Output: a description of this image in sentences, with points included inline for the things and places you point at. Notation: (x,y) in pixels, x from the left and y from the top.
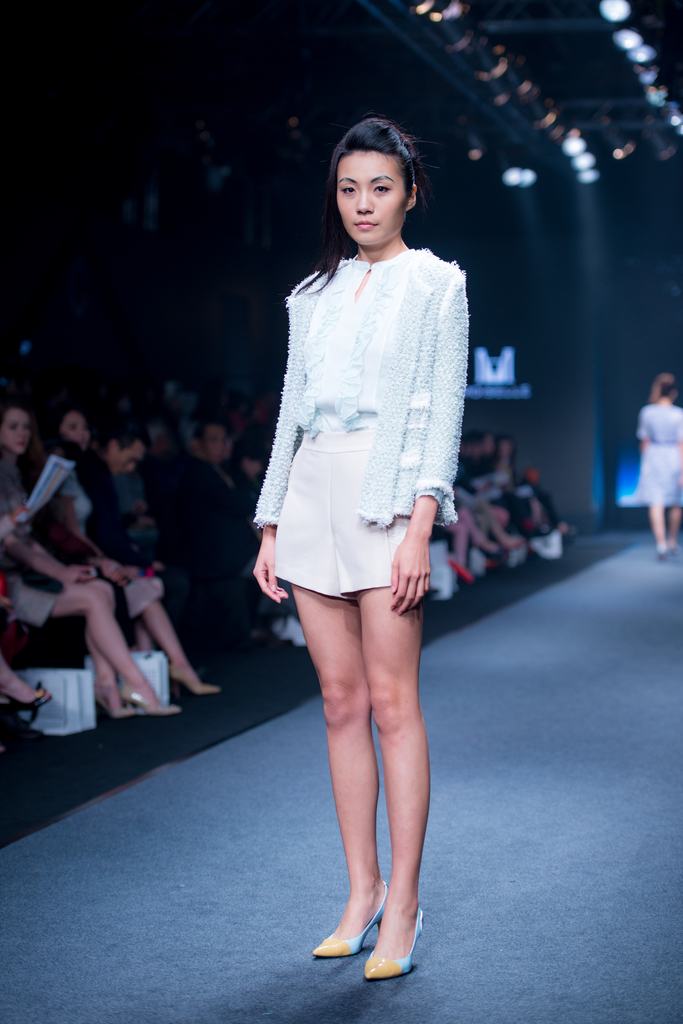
In the center of the image (322,653) we can see a lady (357,766) standing. In the background (194,600) there is crowd (500,484) sitting. On the right (674,547) there is a lady (672,479). At the top (528,90) there are lights (528,90) and we can see a board (494,356). There are bags (91,689).
